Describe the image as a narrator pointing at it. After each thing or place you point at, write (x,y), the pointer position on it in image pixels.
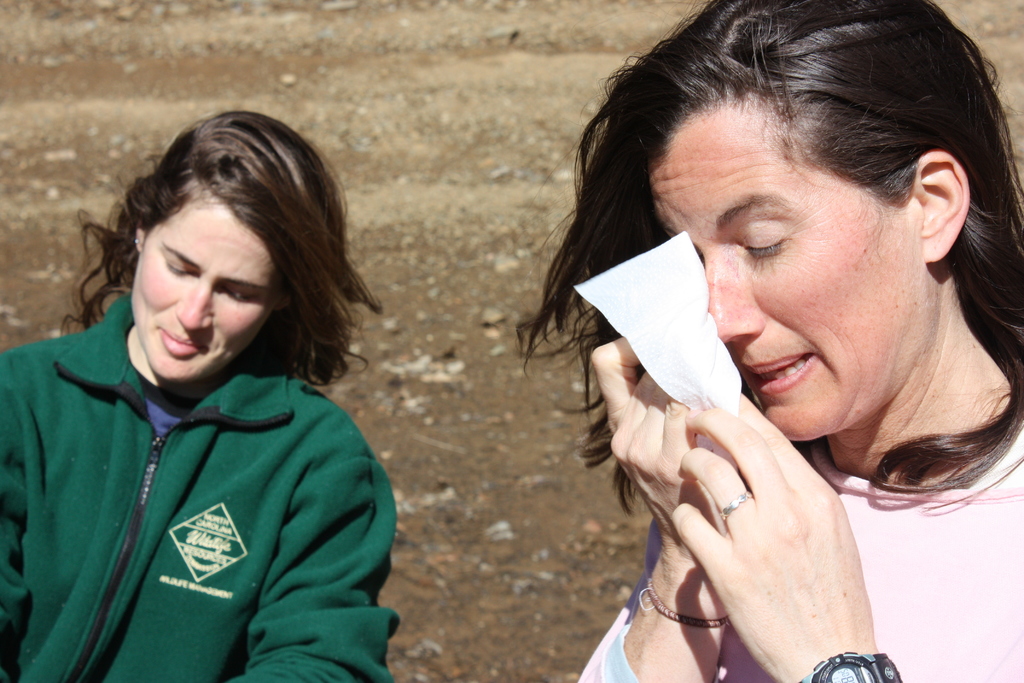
In the front of the image (239,402) I can see two people (245,419). Among them one person (753,579) is holding a tissue paper (685,381) and the other person (299,194) wore a jacket (229,431). In the background of the image (445,262) there is a ground (500,65).
